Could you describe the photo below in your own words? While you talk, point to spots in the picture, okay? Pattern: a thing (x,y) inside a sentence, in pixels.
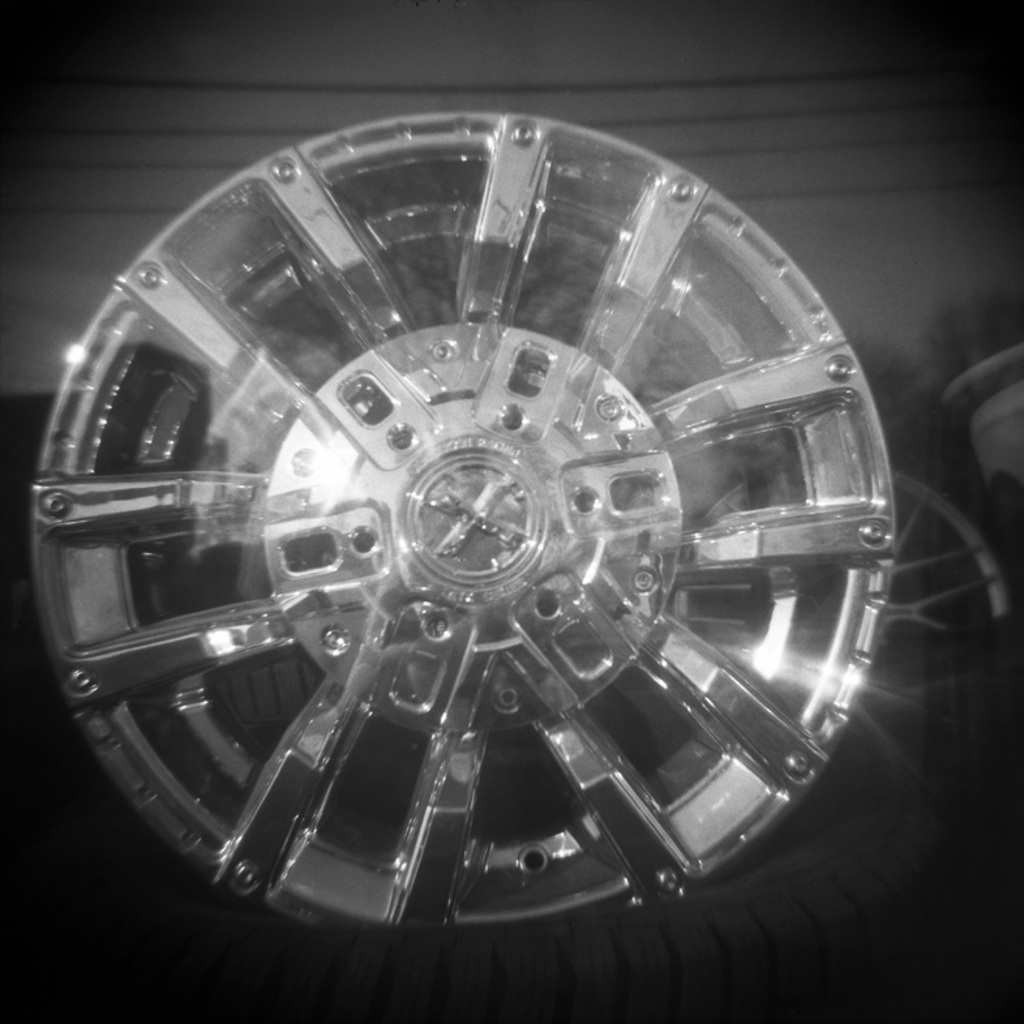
In this image we can see one round object (796,552) looks like a wheel (322,589), one white object (1005,379) in the background (1018,390) and some objects (1006,587) on the ground (1018,872).
